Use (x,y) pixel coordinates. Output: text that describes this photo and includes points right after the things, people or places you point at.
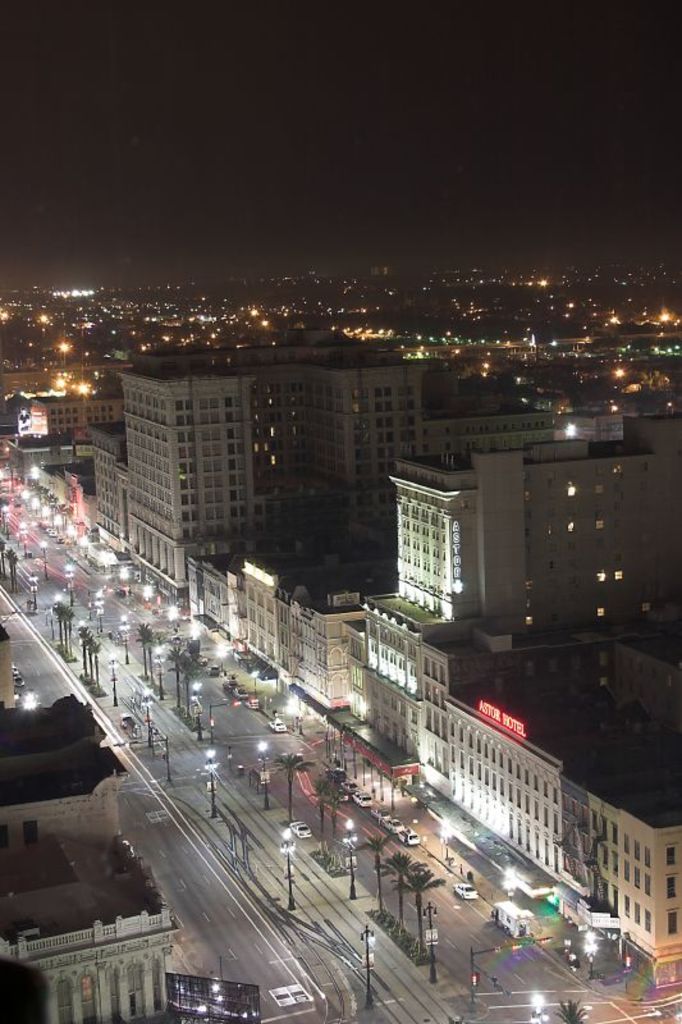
In this image we can see there are buildings (318,671), trees (150,650) and vehicles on the road (230,714).
